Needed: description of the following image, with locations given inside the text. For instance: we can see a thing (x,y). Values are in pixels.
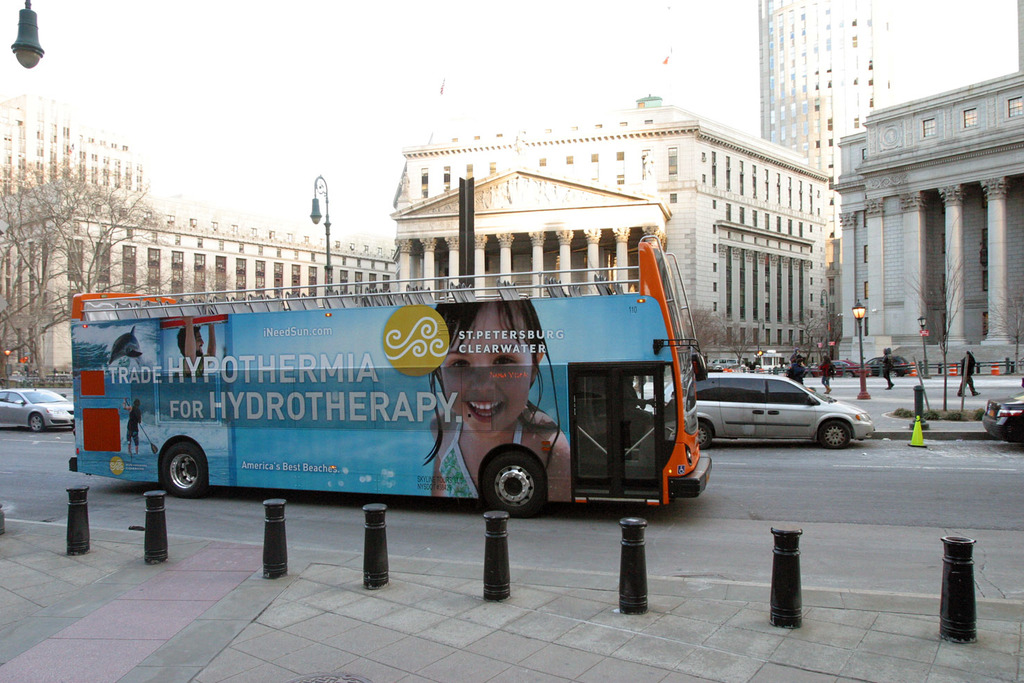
In this image I can see many vehicles (667,455) on the road (856,484). To the side of the road (784,464) I can see the black color poles (622,550), traffic cones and light poles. In the background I can see few people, buildings (568,215), trees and the sky (472,68).
